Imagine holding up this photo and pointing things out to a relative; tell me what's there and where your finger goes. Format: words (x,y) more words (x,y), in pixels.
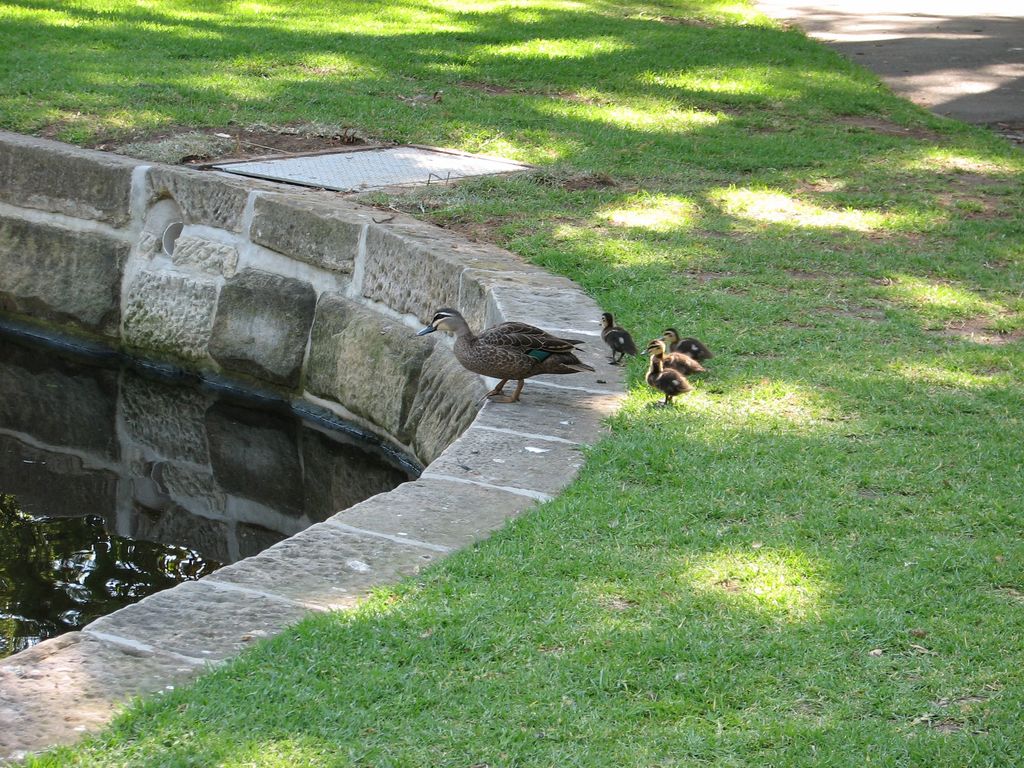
There is a pond (142,402) and there is a duck (499,357) and ducklings (611,327) are standing in front of the pond (153,386), beside them there is a lot of grass (594,135).
